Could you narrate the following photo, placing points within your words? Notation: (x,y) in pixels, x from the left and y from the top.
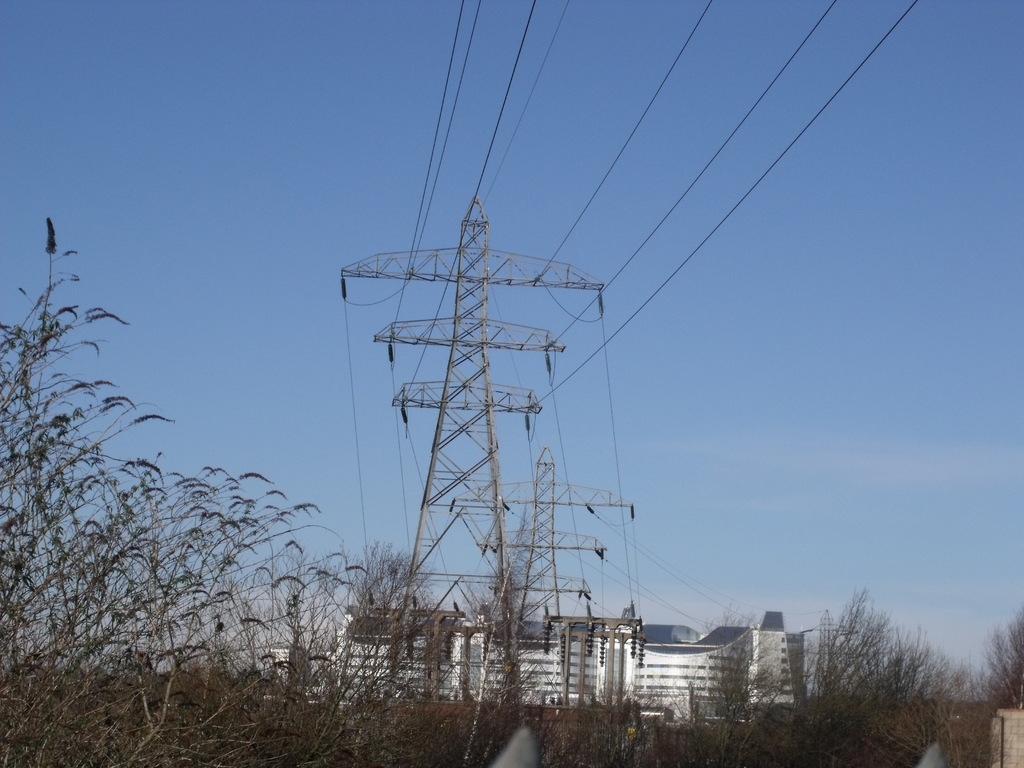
In this image, we can see an electric towers (430,404) in front of the building (600,673). There are some plants (68,568) in the bottom left of the image (208,627). In the background of the image (198,256), there is a sky (806,318).
